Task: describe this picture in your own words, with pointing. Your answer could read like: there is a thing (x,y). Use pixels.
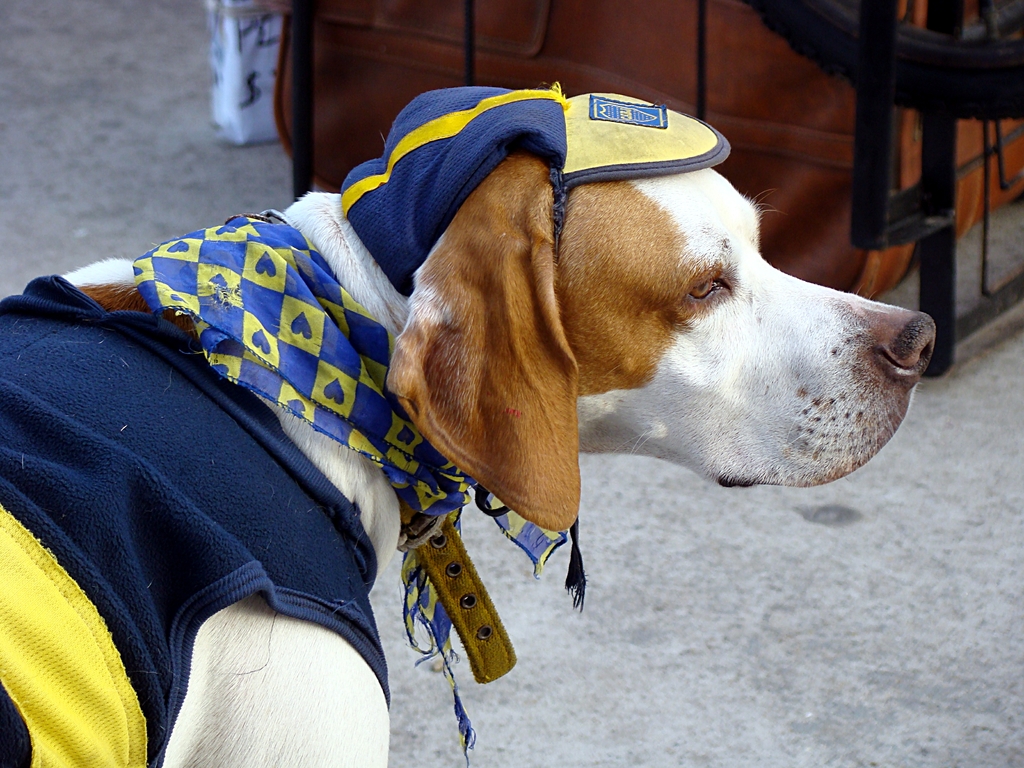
In the center of the image (526,407), we can see a dog (421,287) wearing a cap (407,251), dress (235,392) and a belt (457,576). In the background (408,71), we can see an object (511,63) which is in brown color and there is a white color box (245,88) and a tire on the stand (946,188).
